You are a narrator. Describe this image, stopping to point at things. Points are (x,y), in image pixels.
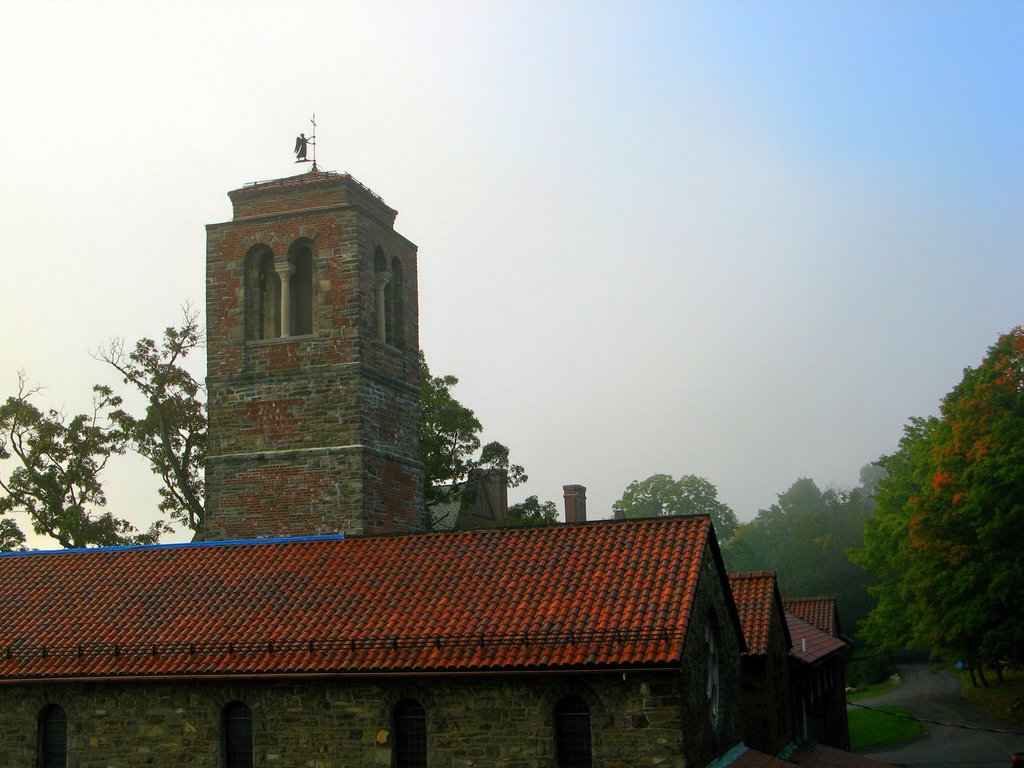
At the bottom of the picture (509,709), we see buildings (473,641) with a red color roof (471,601). Behind that, we see a tower (227,322). There are many trees (441,380) in the background (931,574). At the top of the picture (556,138), we see the sky (569,296).
